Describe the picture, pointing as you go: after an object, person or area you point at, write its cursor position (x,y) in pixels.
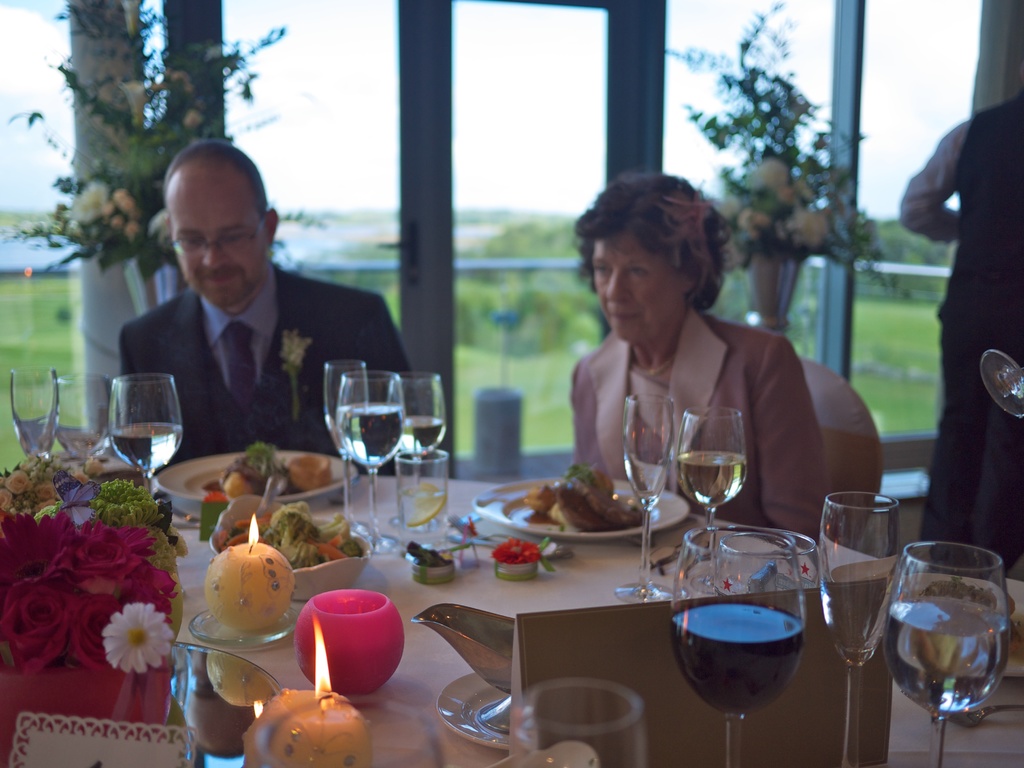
On the right corner of the picture (815,440), woman (751,370) in pink blazer (754,400) is sitting on chair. Beside her, we see man (227,371) in black blazer (335,346) and blue shirt (263,348) is sitting on chair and he is smiling. In front of them, we see a table (511,595) on which plate (513,498) containing food (590,480), glass (394,436) with water (363,454), bowl (313,573) containing vegetables (318,533), candle (262,578), flower pot (121,584) and a jar (473,636) are placed on the table (403,672). Behind these people (590,411), we see plants (812,208) and beside them, we see window (502,264) from which we see trees (515,340) and sky (527,159). On the right corner of the picture (940,222), we see man (1003,259) standing.
